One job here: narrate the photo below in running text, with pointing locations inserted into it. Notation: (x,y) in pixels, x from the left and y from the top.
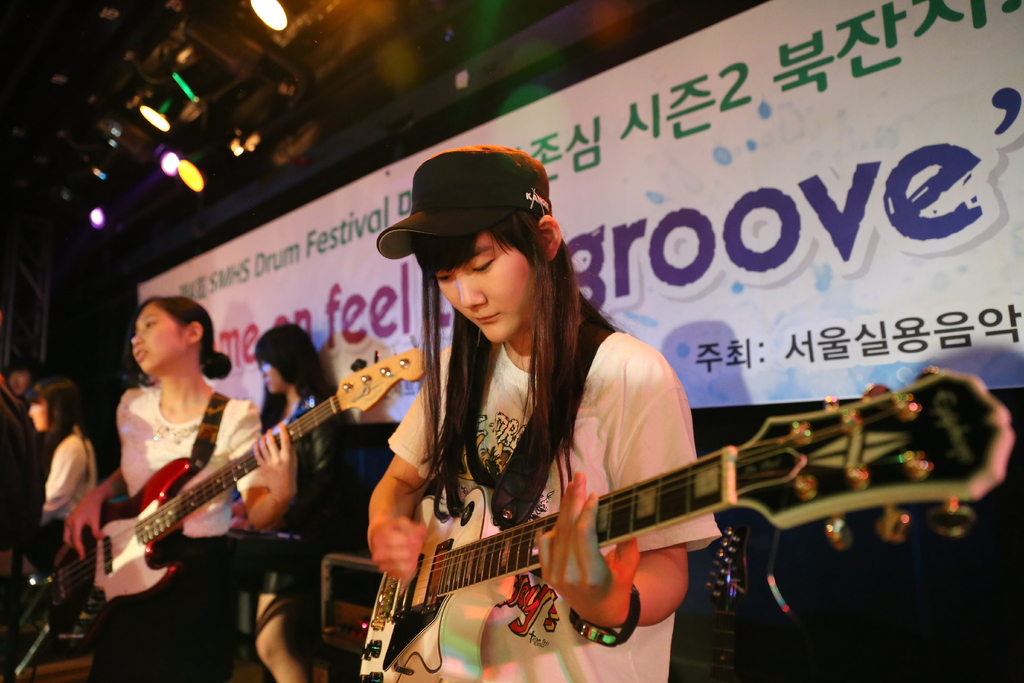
In this picture there are group of girls (608,479) those who are playing the music on the stage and there is a flex (150,282) behind them and there are spotlights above the area of the image, it seems to be they are performing a music event.
